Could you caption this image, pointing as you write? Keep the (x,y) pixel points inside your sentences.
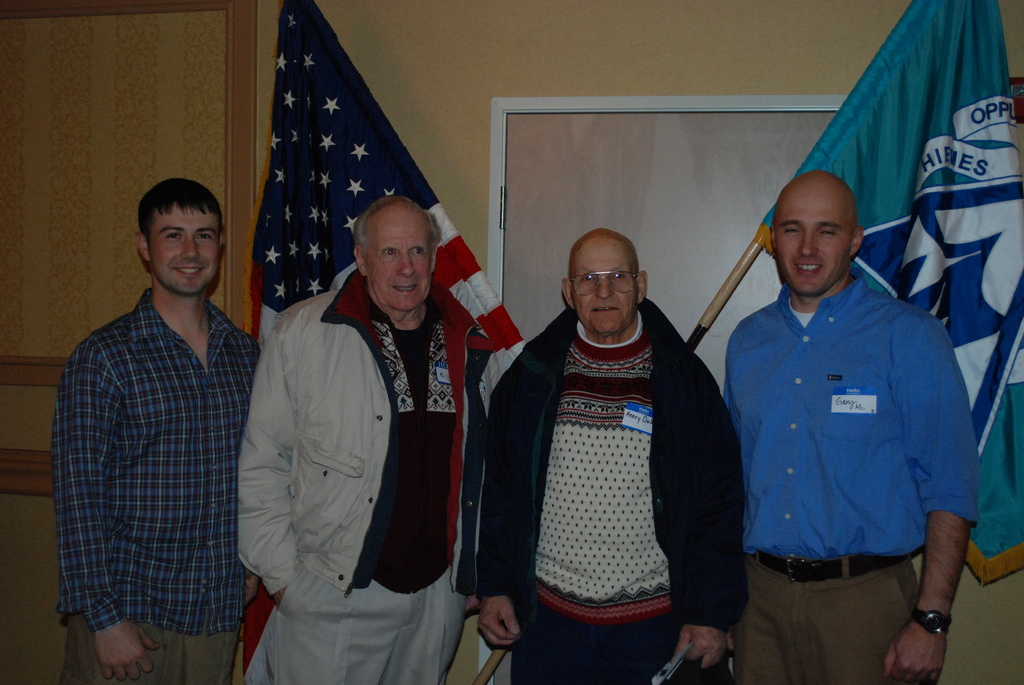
In this image there are four persons (519,521) standing with a smile on their face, behind them there are flags (298,287), behind the flags (438,246) there is a wooden wall (478,186) with a door (742,130).
